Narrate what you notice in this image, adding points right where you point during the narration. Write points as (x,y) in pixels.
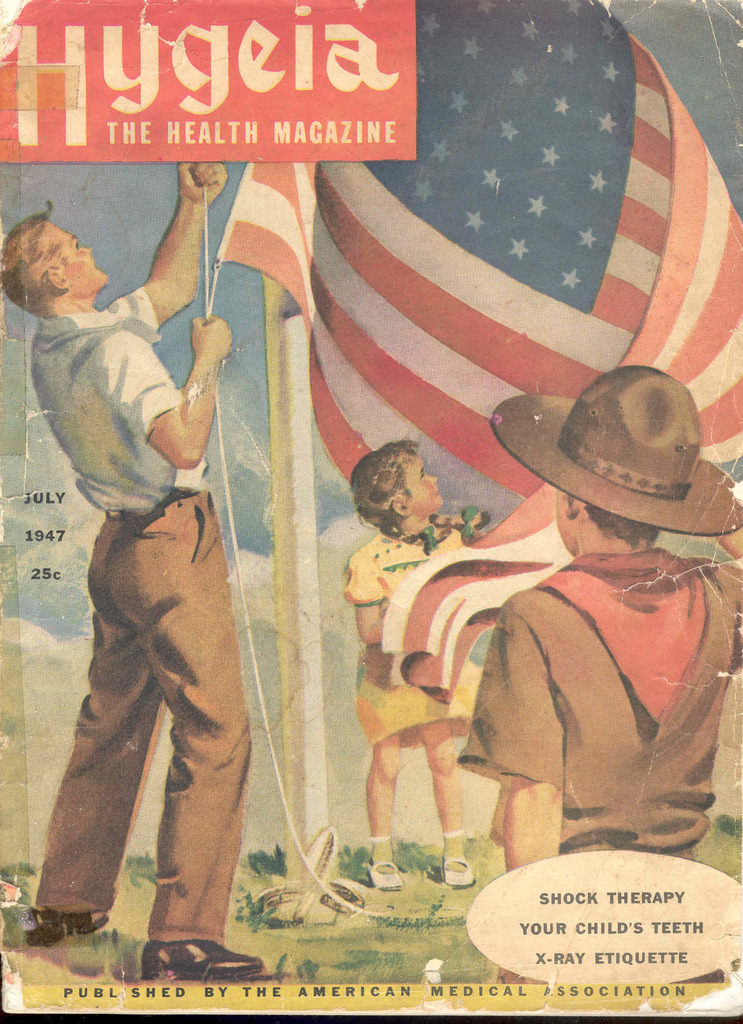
In this image we can see three people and a flag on the front page (366,750) of a book (315,877).
